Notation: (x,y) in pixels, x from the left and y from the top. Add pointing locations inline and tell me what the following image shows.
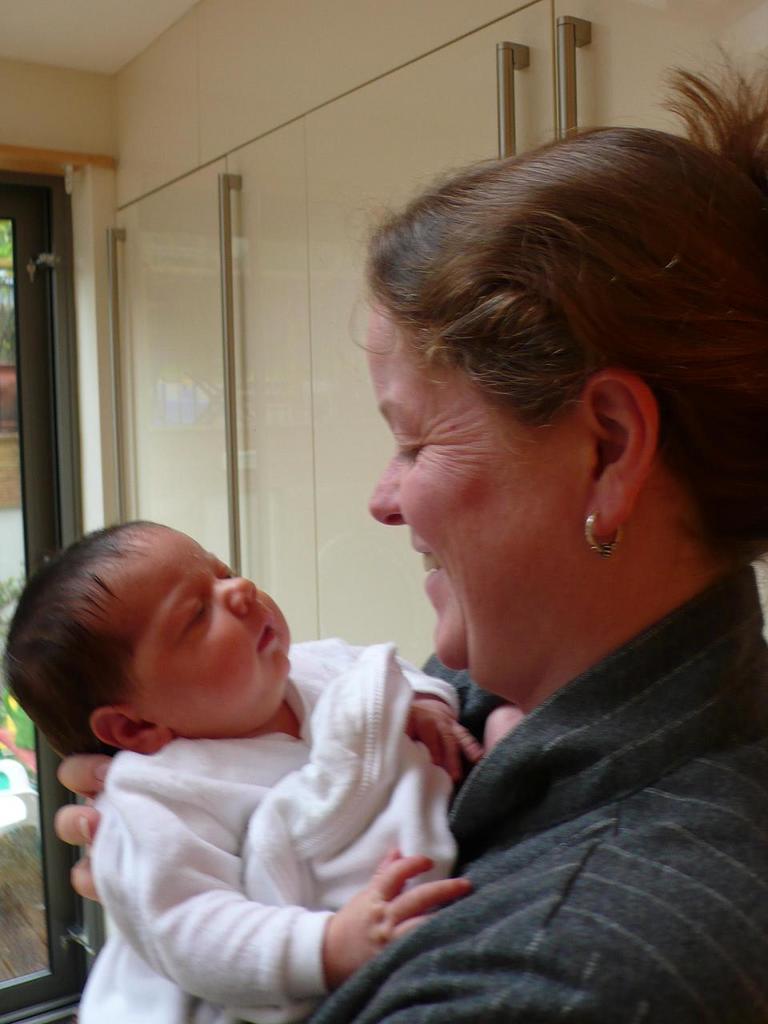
In this image we can see a woman (556,704) carrying a baby (433,806). On the backside (427,655) we can see a wall (266,463) with metal poles (234,179) and a door (20,401).
